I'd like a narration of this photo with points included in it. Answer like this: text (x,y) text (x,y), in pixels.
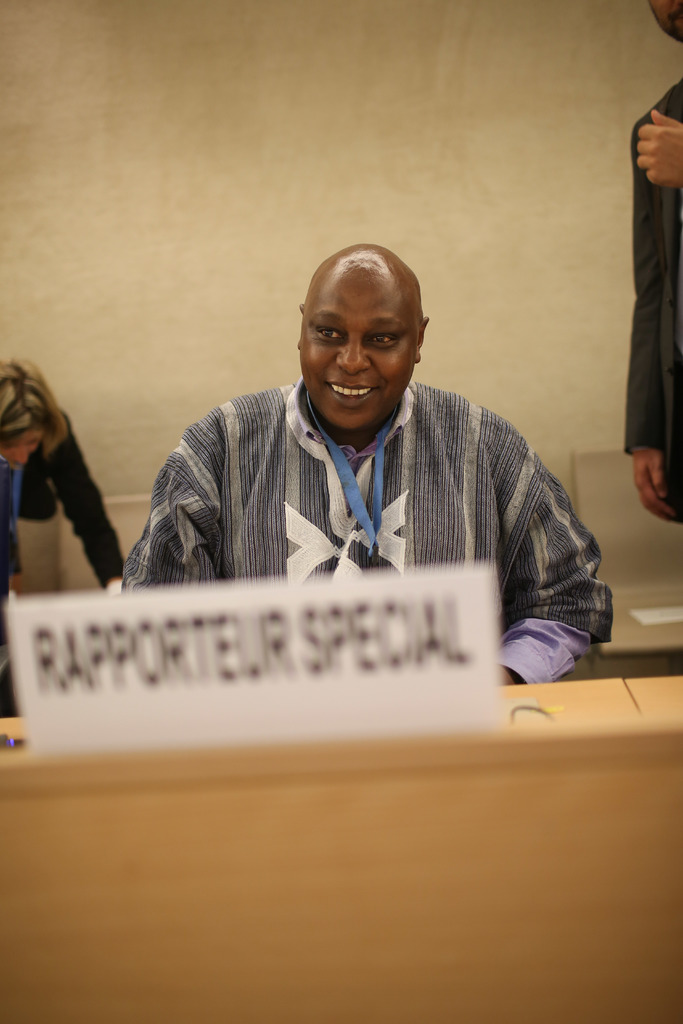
Here in this picture we can see a person (257,456) sitting over a place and we can see he is smiling and in front of him we can see a table (670,782) and we can also see a name card (159,596) which is in blurry manner and beside him on either side we can see other people (46,389) also present.
